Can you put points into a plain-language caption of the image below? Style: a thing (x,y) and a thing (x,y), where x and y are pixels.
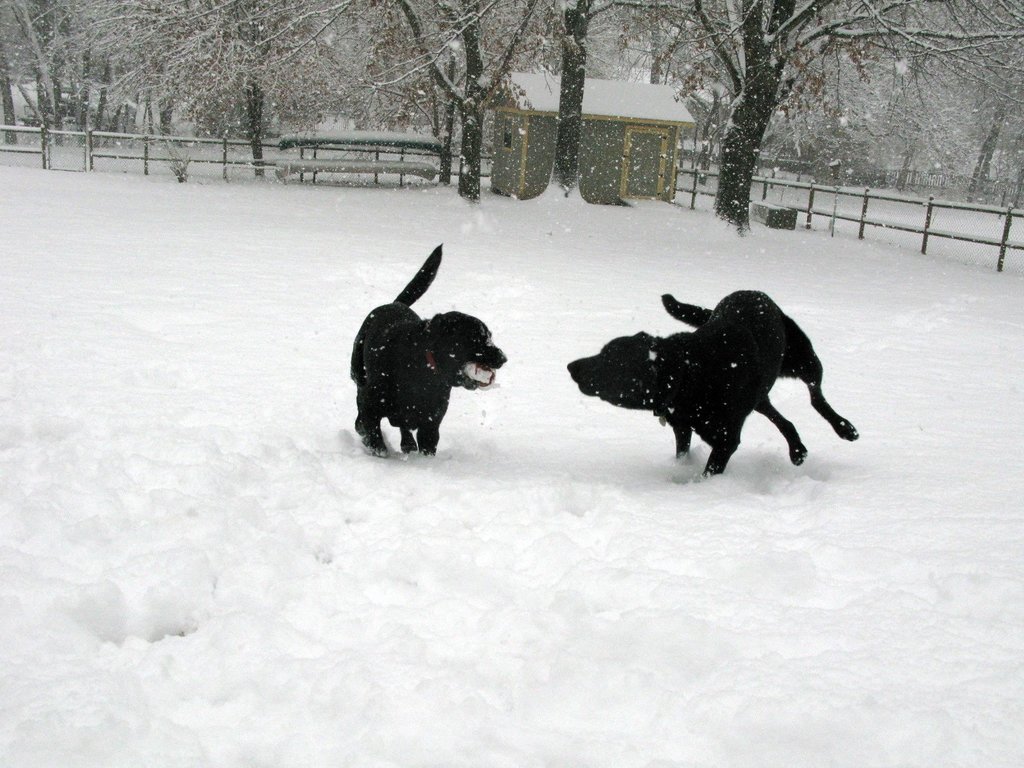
In the middle of the picture (468,379), we see two black dogs (486,354). At the bottom of the picture (400,644), we see snow (520,610). In the background (528,115), we see a hut (512,158), benches (307,165) and the railing (154,134). There are trees (443,72) in the background (702,147).
